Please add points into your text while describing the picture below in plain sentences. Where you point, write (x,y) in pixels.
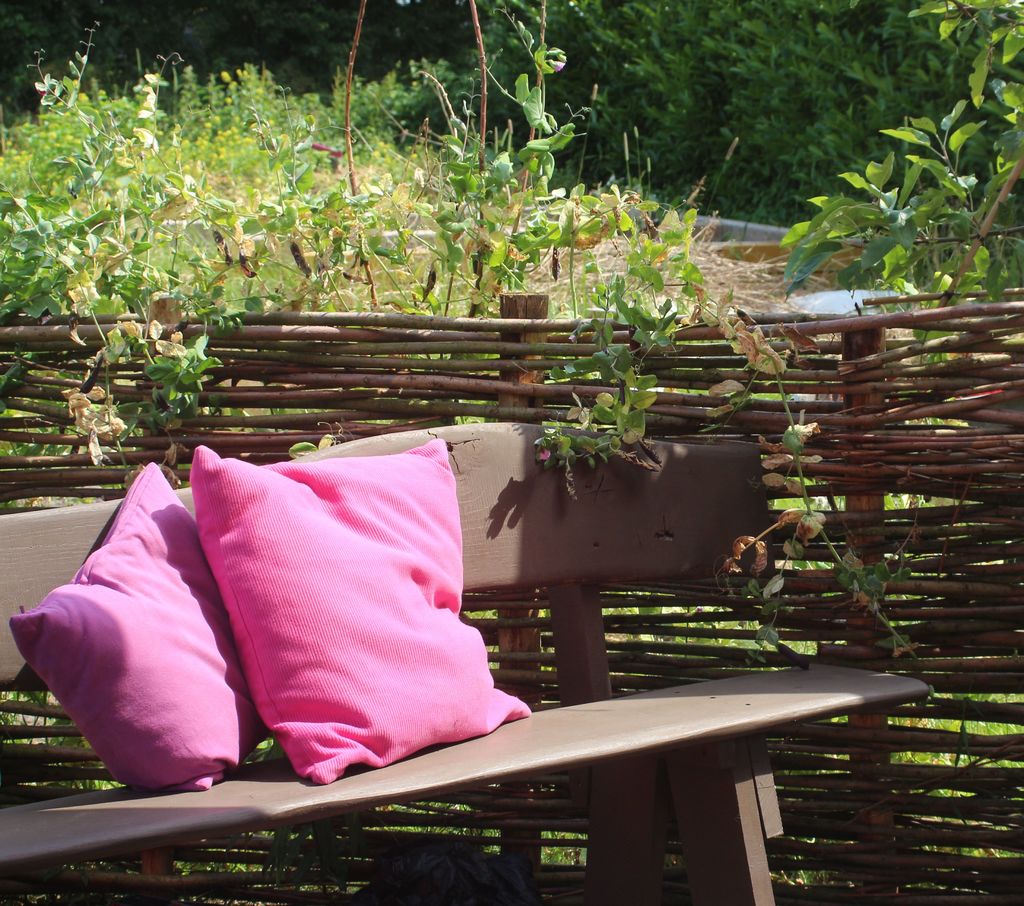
In the foreground of the picture (494,246) there are plants (272,250), bench (27,558), pillows (292,513) and a wooden fencing (904,514). In the background (571,21) there are trees (711,37) and grass (340,99).
